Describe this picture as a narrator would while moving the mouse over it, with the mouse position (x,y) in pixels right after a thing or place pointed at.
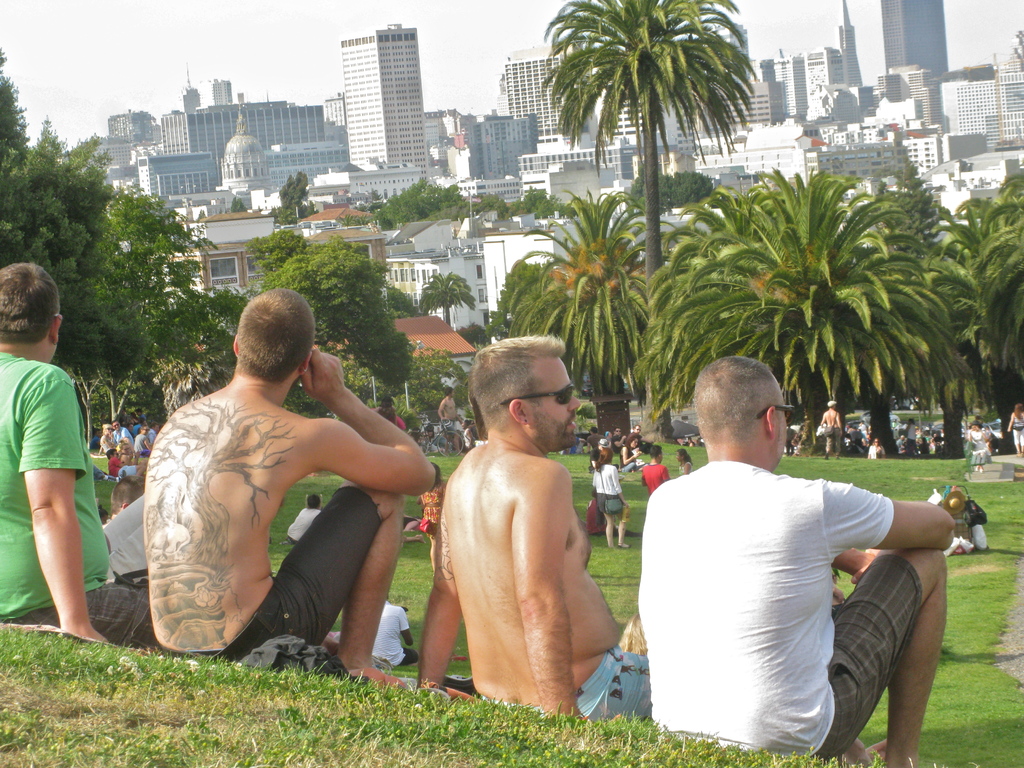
In this image we can see a few people (436,492) on the ground (672,459), among them, some are sitting and some are standing, there are some trees (230,329), buildings (259,212) and grass (873,478), in the background (57,132), we can see the sky (278,75).
